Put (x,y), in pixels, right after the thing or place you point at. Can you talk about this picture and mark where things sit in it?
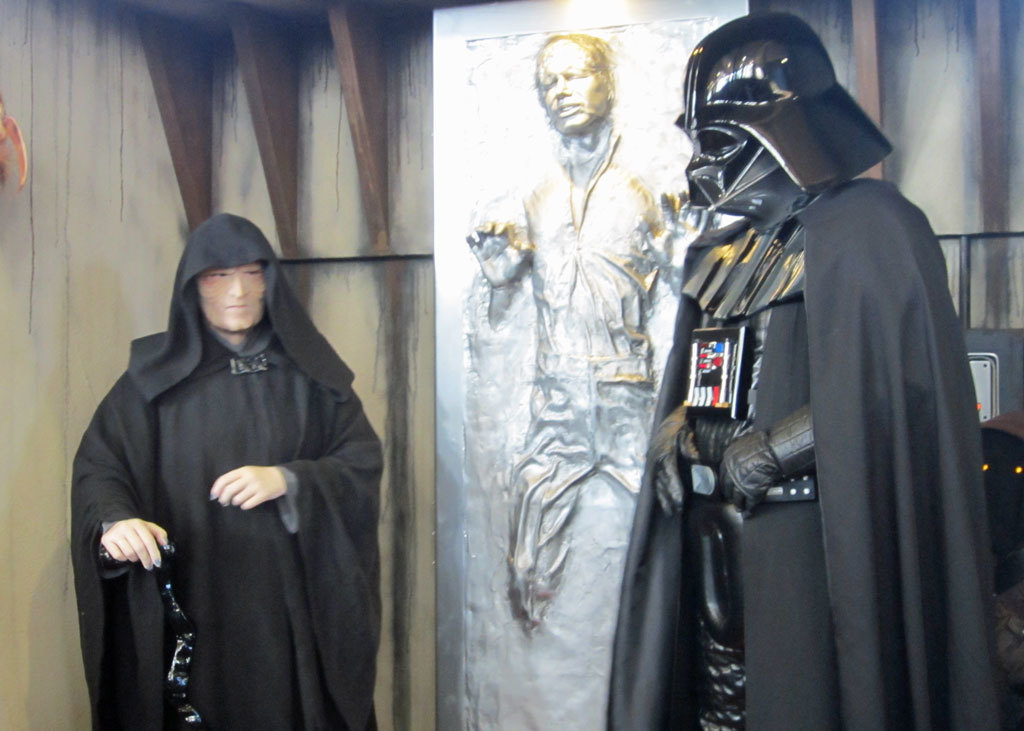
In this image we can see statues (862,542). In the background (342,223) there is a wall (319,204).
